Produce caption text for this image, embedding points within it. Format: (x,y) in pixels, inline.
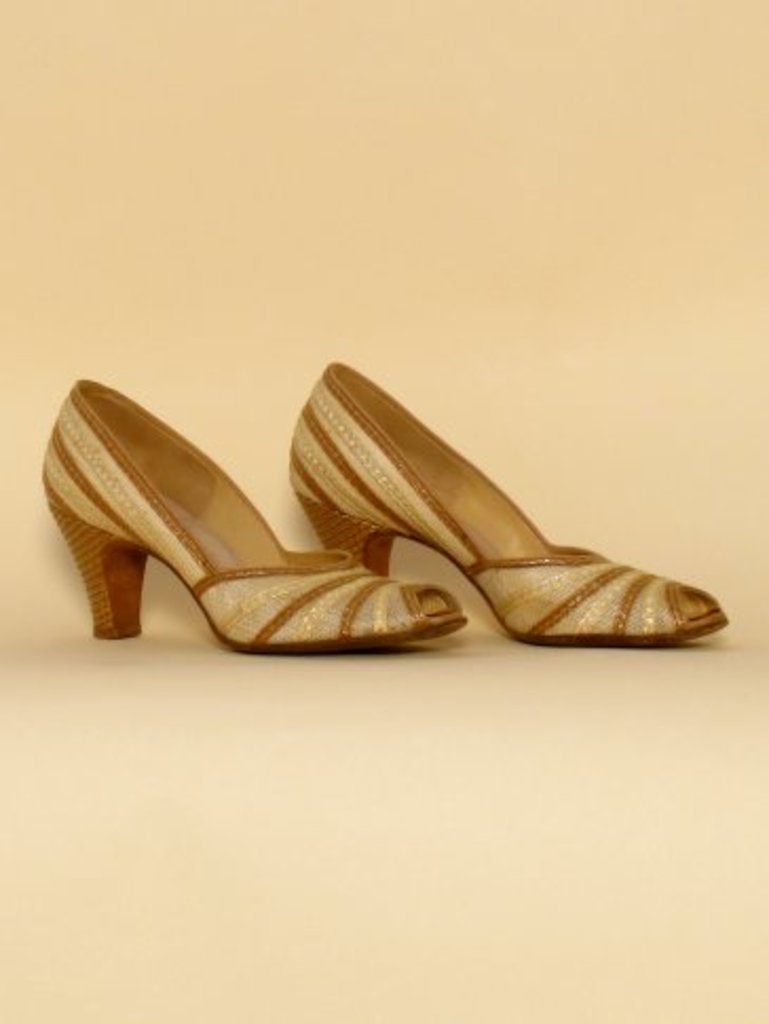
In this image I can see few golden colour heels (418,632). I can also see cream colour in the background (179,359).
